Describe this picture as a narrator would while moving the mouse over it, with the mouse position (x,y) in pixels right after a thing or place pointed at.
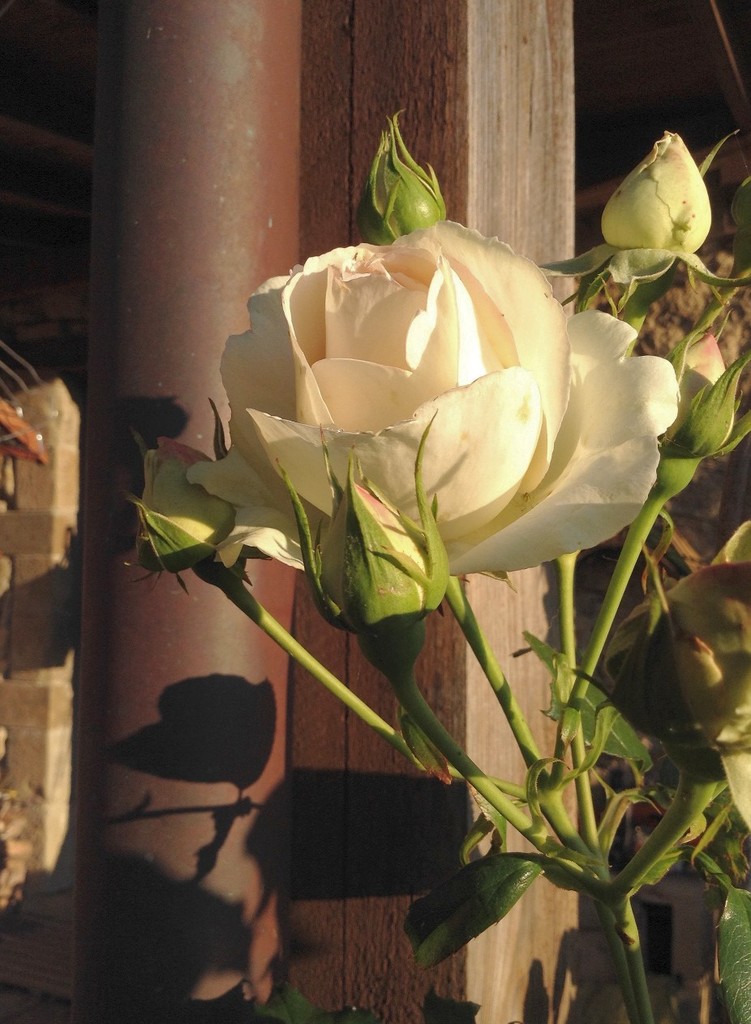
In this picture there is a white color flower (449,479) and there are buds (378,539) on the plant (555,532). At the back (159,213) there is a pillar (149,889) and there is a wooden pole (528,848). On the left side of the image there is a wall (67,729).
